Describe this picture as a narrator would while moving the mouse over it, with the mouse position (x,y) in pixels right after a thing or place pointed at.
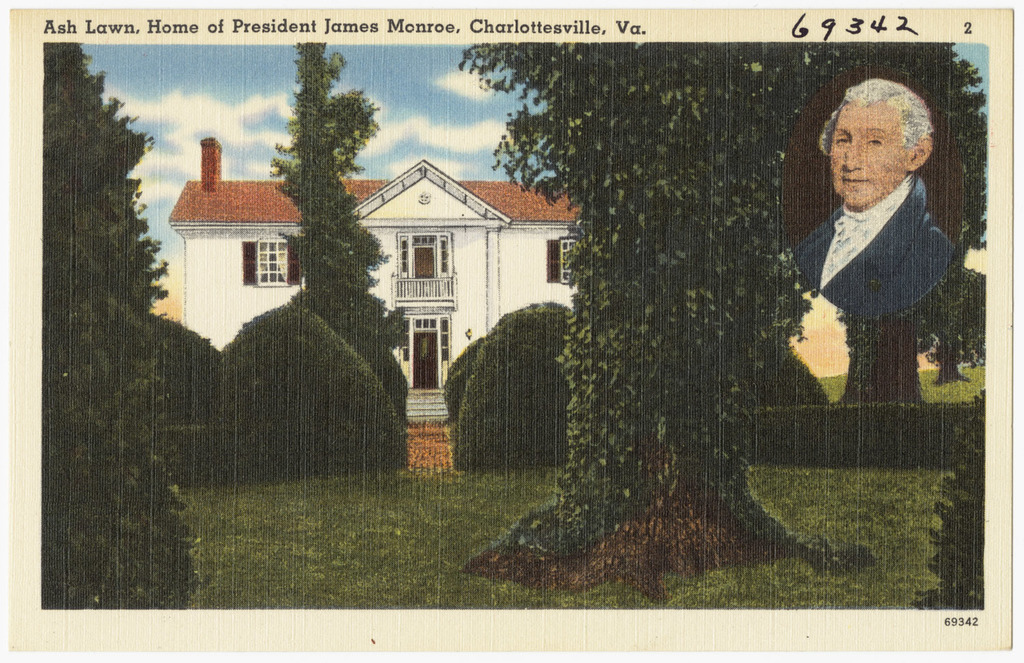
In the image we can see the poster (570,360), in it we can see grass (403,542), plants (479,402) and trees (73,130). We can even see the building (229,250) and these are the windows (564,243) of the building (441,282). Here we can see a cloudy sky (279,111) and we can see a photo (846,199) of a person (861,249).
